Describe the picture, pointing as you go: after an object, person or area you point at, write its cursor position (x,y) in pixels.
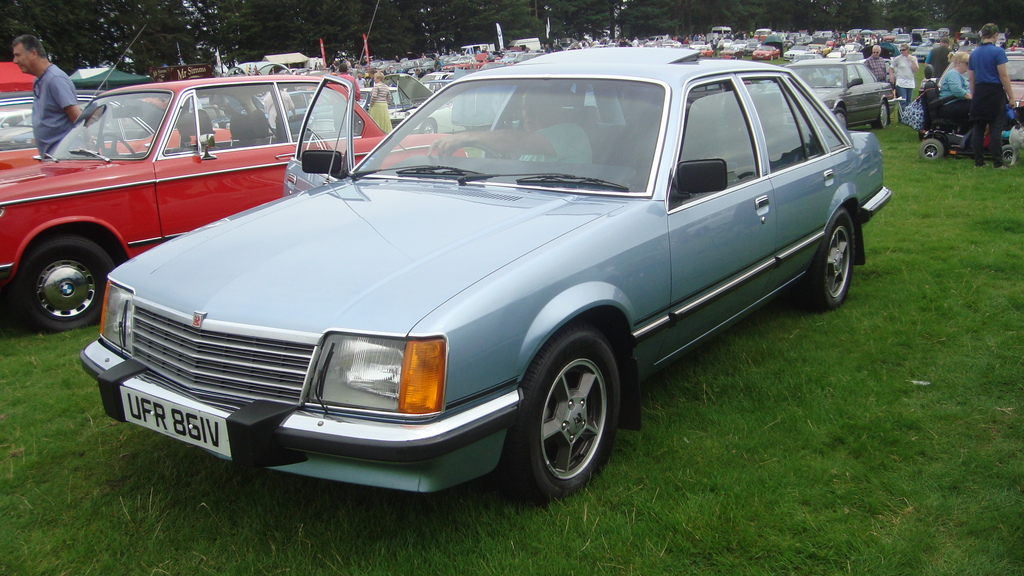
In the foreground of this image (420,200), there are cars (545,348) on the grass (658,478) and we can also see a man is on the left top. In the background (959,75), there are cars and the persons (878,53) standing on the grass (671,475), few flags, tents (303,60) and the trees (720,25).
